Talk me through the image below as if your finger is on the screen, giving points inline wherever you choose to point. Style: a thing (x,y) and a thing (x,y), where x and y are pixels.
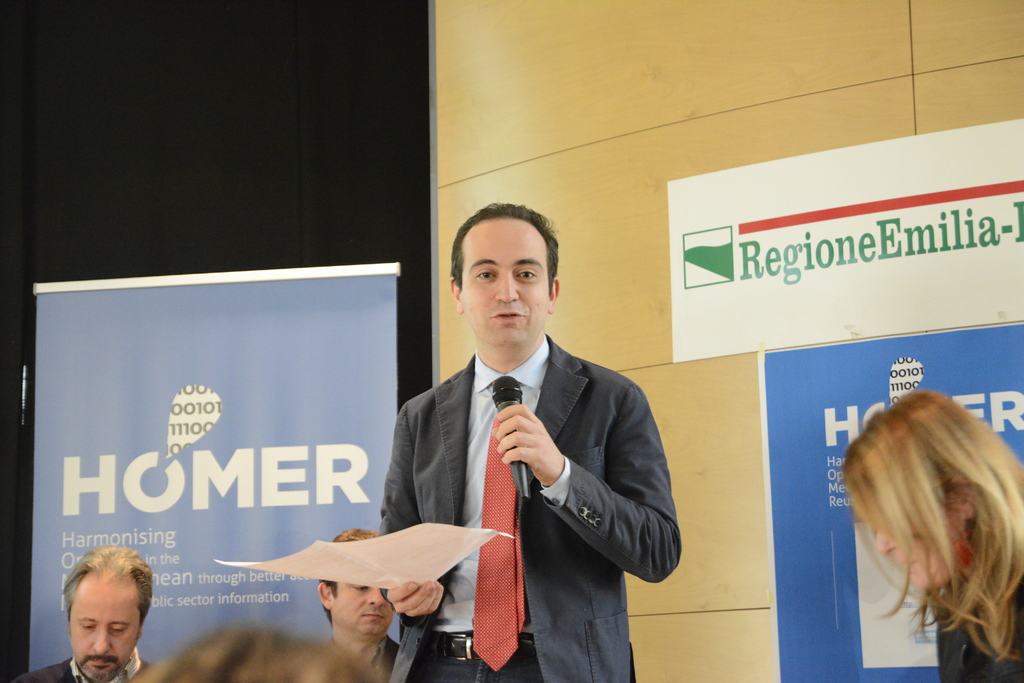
In this image I can see few people (463,575) with the different color dresses (418,447). I can see one person (470,432) is holding the mic (516,442) and the paper (377,537). In the background (264,411) there are banners (302,348) and I can see the boards (798,470) to the wall (544,109).
